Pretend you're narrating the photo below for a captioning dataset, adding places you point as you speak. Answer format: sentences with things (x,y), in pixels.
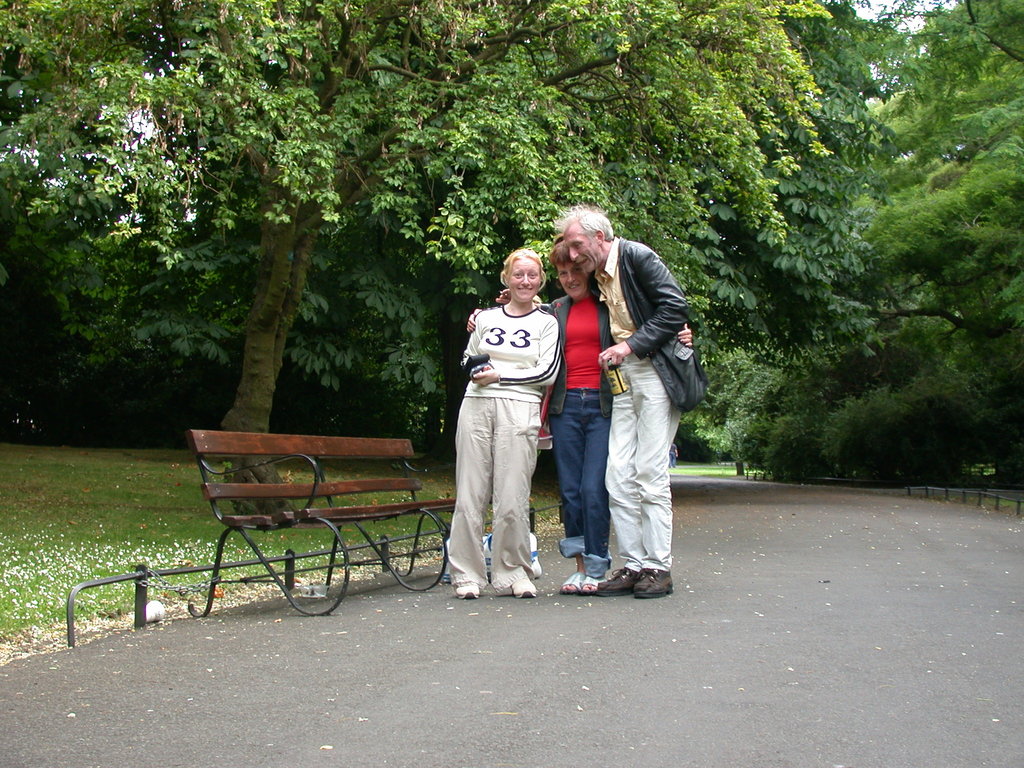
In this Image I see 3 persons (578,282) who are standing on the path (113,761) and I see that these 2 (502,348) are smiling. I can also see a bench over here, In the background (171,456) I see the trees (113,397) and the grass (286,533).
